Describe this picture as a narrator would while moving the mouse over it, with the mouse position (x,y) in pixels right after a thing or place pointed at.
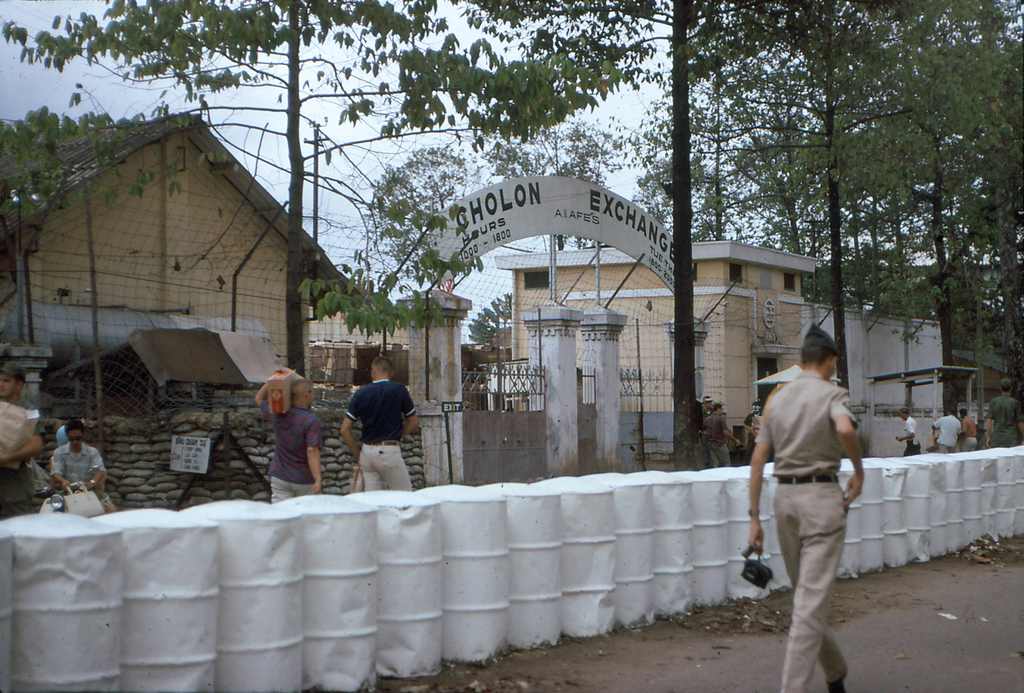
To the right side of the image (822,465) there is a person (816,367) walking wearing a uniform (788,565). At the bottom of the image (669,648) there is road (853,668). There are white color drums (335,566). In the background of the image (524,444) there is a gate (475,205) with a arch (474,218) with some text (508,202) on it. There are trees (679,115). There is fencing (180,319). there are people (293,422) walking. To the right side of the image (739,258) there is a house (784,331).
